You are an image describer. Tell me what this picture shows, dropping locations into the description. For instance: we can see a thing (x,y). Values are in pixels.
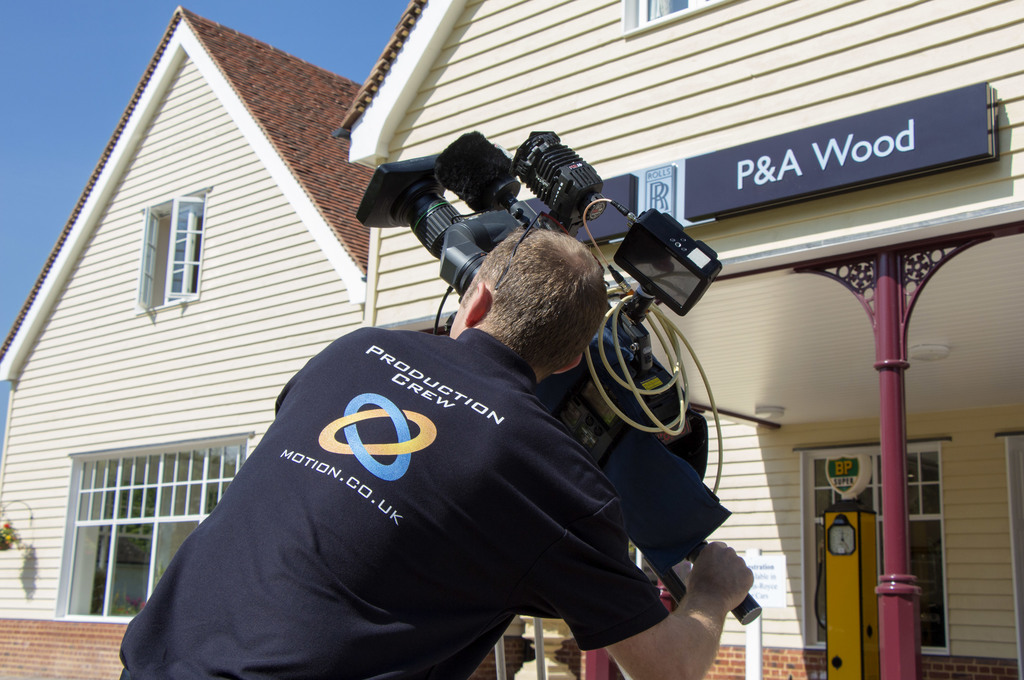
In this picture there is a man (395,522) in the center (432,436) holding a camera (605,439). In the background (244,324) there is a building (290,294) and on the wall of the building (774,172) there is a board (778,175) with some text (904,136) written on it.
